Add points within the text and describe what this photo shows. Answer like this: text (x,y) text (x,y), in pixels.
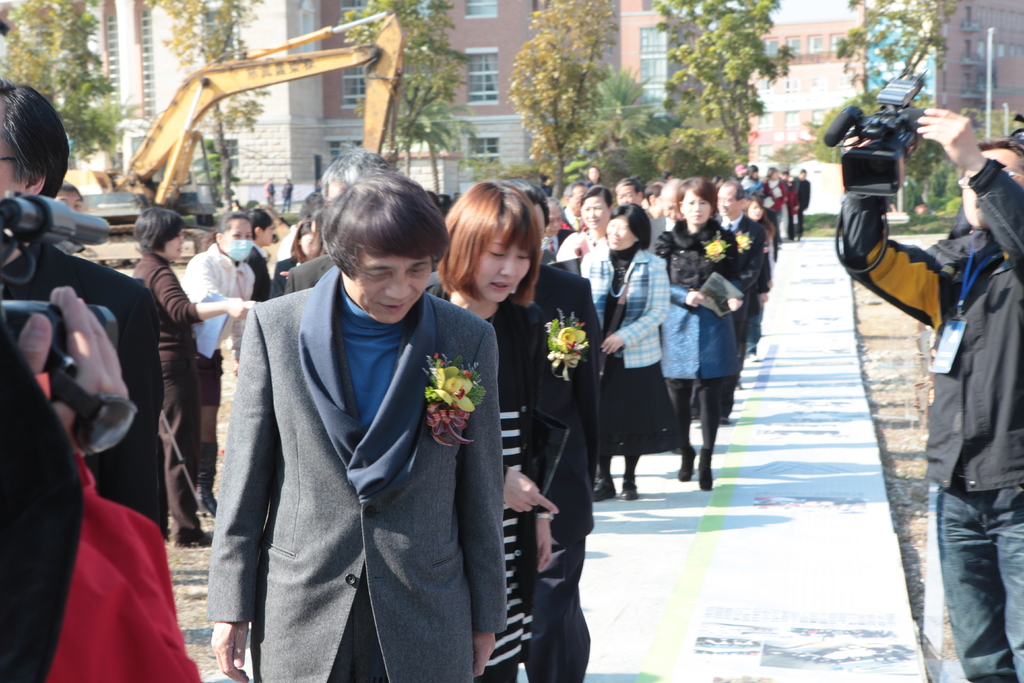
In this image I can see few people (496,269) are walking and wearing different dress (436,335). One person (964,289) is holding camera (875,143). Back I can see a crane (379,130), buildings (490,114), windows (486,101) and trees (525,86).
